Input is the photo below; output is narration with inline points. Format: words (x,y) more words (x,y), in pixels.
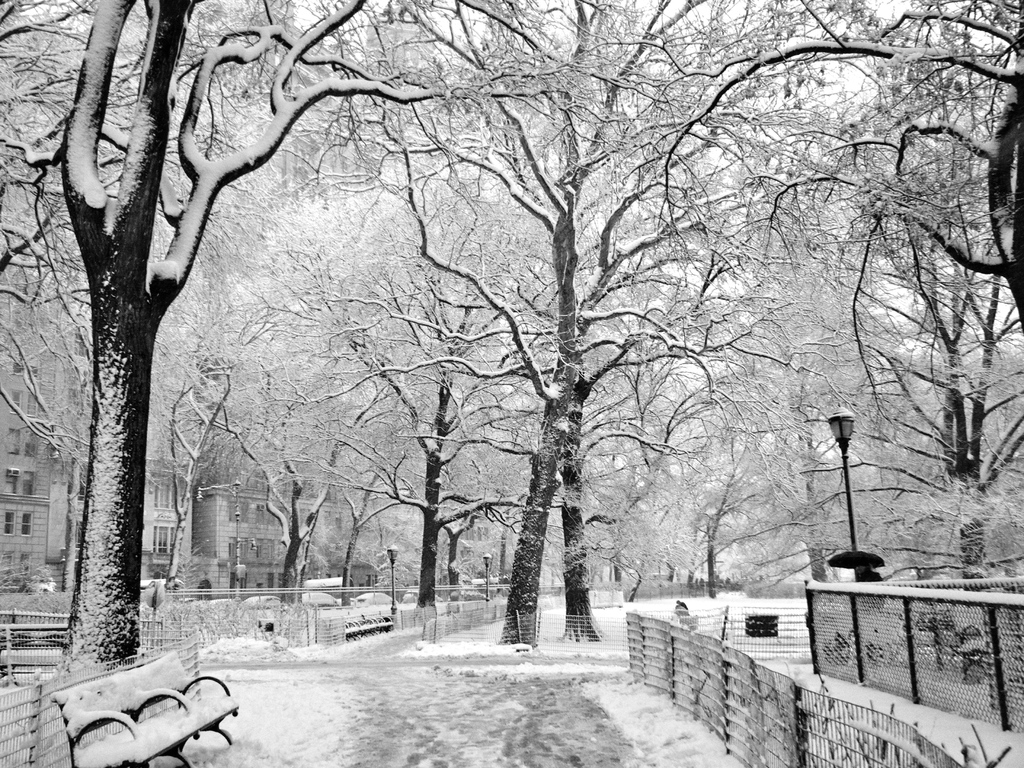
This is a black and white image. There are trees (492,433) in the middle (423,469). There is a bench (111,734) at the bottom (132,734). There are buildings (12,446) on the left side (11,420). There is ice (502,654) in this image.
